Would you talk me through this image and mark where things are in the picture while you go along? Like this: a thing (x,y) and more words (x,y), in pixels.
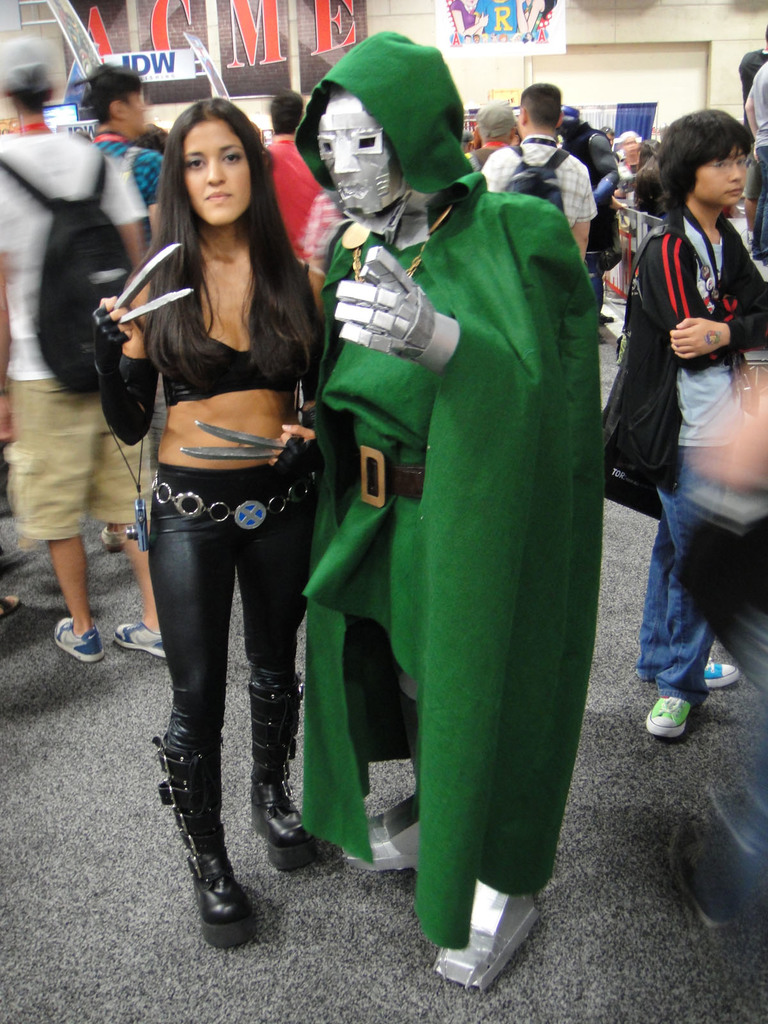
In the image few people (755,669) are standing and holding something. Behind them there is a wall (678,38), on the wall (690,17) there are some banners (130,31).
